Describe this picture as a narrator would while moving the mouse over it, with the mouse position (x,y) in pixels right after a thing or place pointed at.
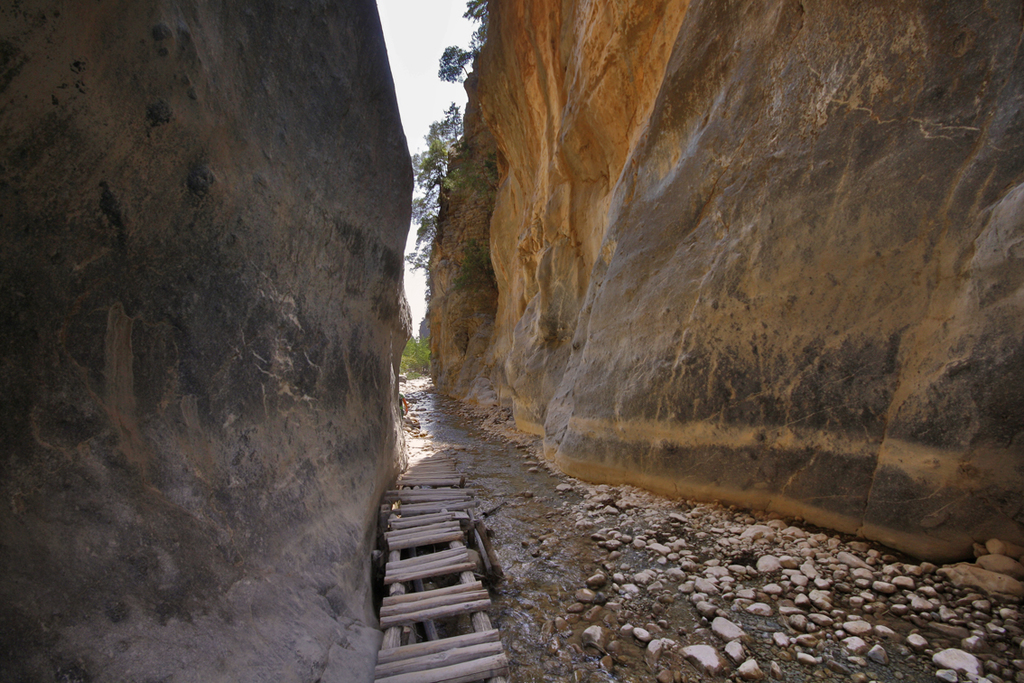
In this image we can see hills (531,267), ladder (427,458), stones (741,571), trees (421,349) and sky (404,36).
